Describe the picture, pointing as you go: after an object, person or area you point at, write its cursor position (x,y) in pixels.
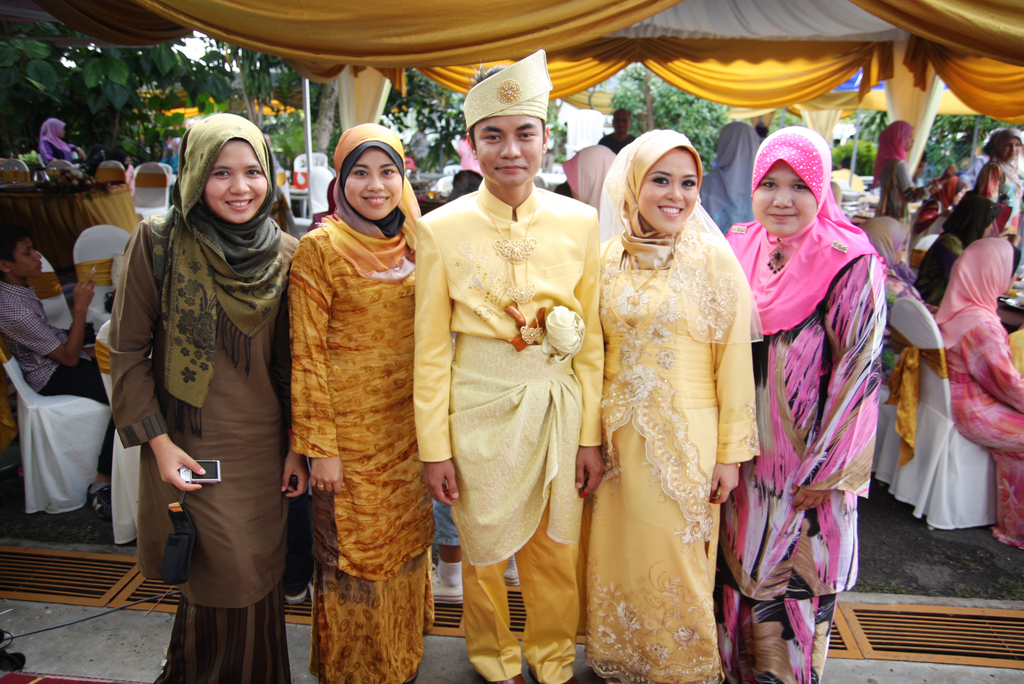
In this picture there are group of people (441,344) standing and smiling. At the back (1016,378) there are group of people (896,163) sitting on the chairs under the tents (956,94) and there are trees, chairs (309,180) and tables (31,201).
